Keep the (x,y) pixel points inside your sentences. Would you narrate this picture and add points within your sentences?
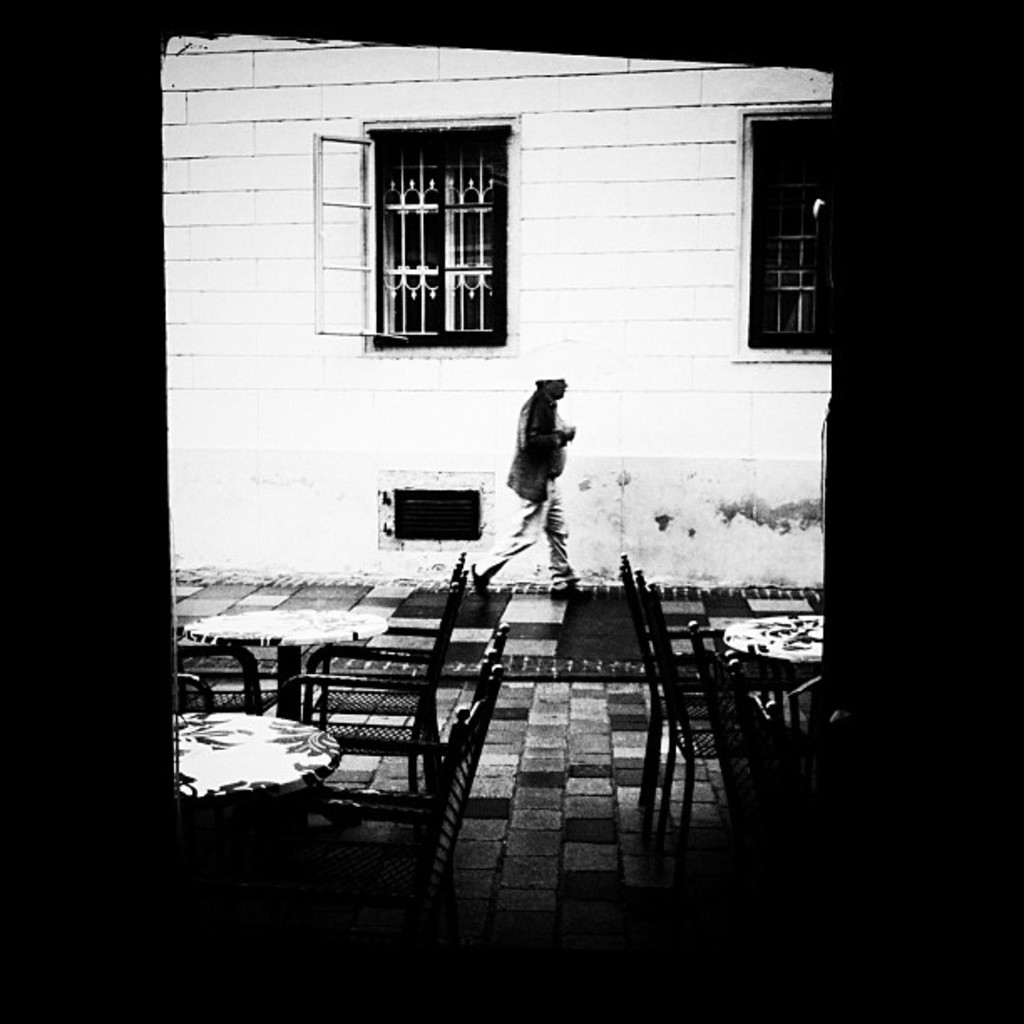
In this image there are few chairs (387,687) and tables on the floor (633,685). A person (561,559) is walking on the floor (497,775). Background (242,322) there is a wall (370,361) having windows (419,228). Front side of the image there is a wall (379,11) having an entrance (489,560).
